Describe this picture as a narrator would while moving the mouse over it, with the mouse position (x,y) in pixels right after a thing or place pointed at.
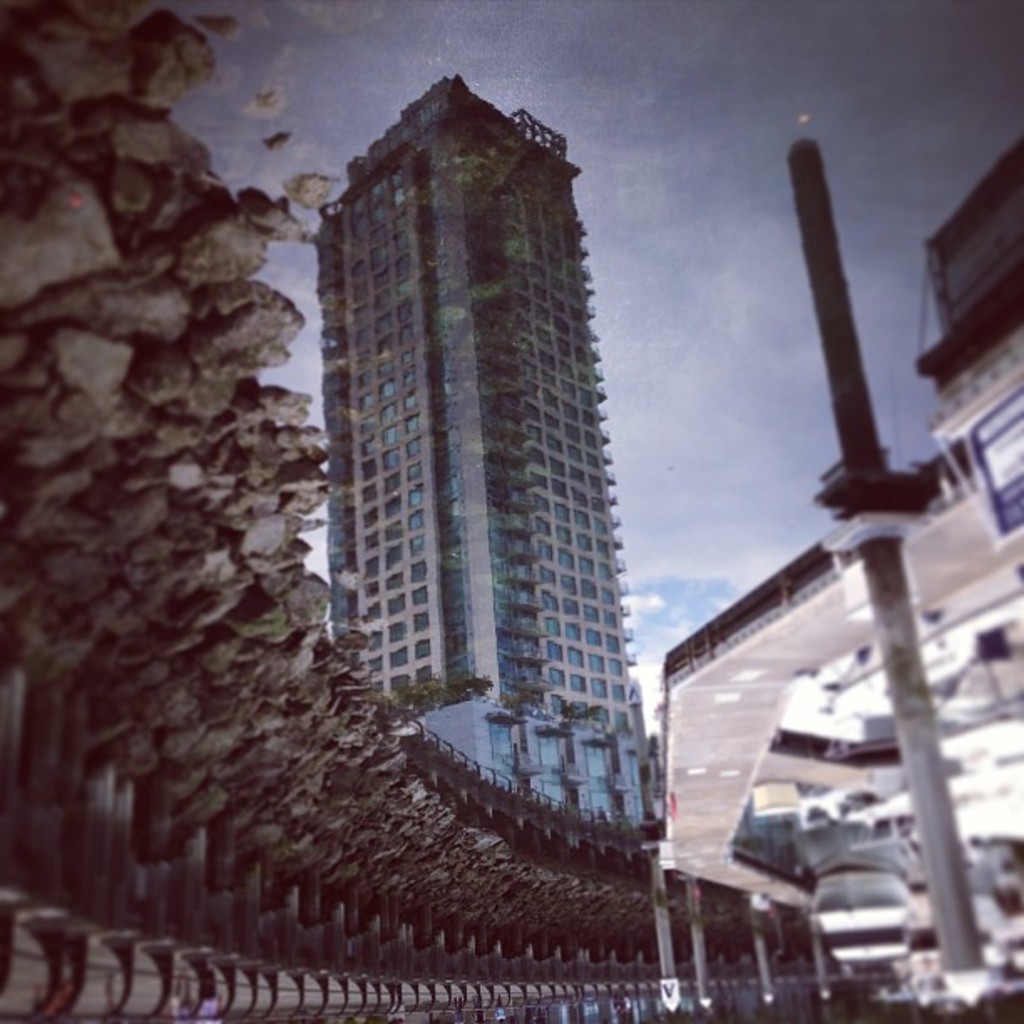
In this picture we can see stones (312,699), bridges (167,937), vehicle (839,880), poles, trees (426,698), buildings (954,306) and some objects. In the background (341,142) we can see the sky (708,186).
